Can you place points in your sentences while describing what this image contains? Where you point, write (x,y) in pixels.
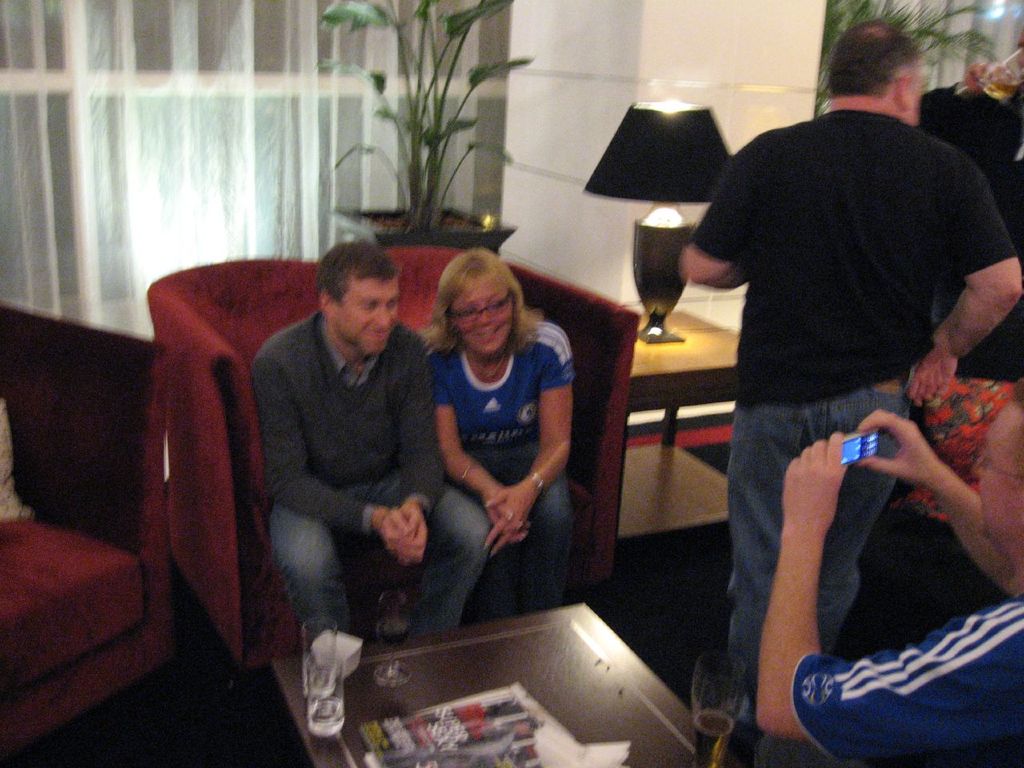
In this image in the middle (425,416) there are two persons (456,429) who are sitting on a couch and on the right side (895,225) there is one person (820,354) who is standing. Beside that person (799,314) there is another person (980,669) who is holding a mobile phone (857,450) and on the top (306,89) there is a window (144,96) and curtain (303,107) and in the middle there is a pillar (608,139), beside that pillar (593,231) there is one table (669,366) and on that table (655,352) there is one lamp (640,195) and in the middle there is one flower pot (412,237) and plant (417,130) is there.
